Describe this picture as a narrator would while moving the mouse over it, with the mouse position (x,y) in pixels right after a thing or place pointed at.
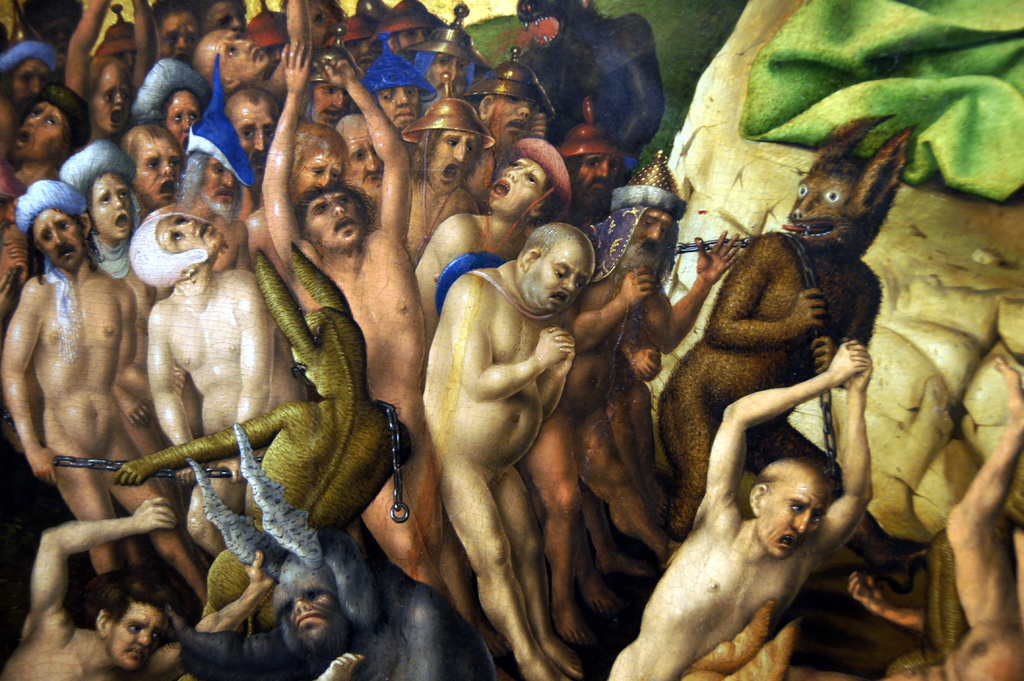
In this image I see the depiction of people (670,210) and I see few animals (293,326).
